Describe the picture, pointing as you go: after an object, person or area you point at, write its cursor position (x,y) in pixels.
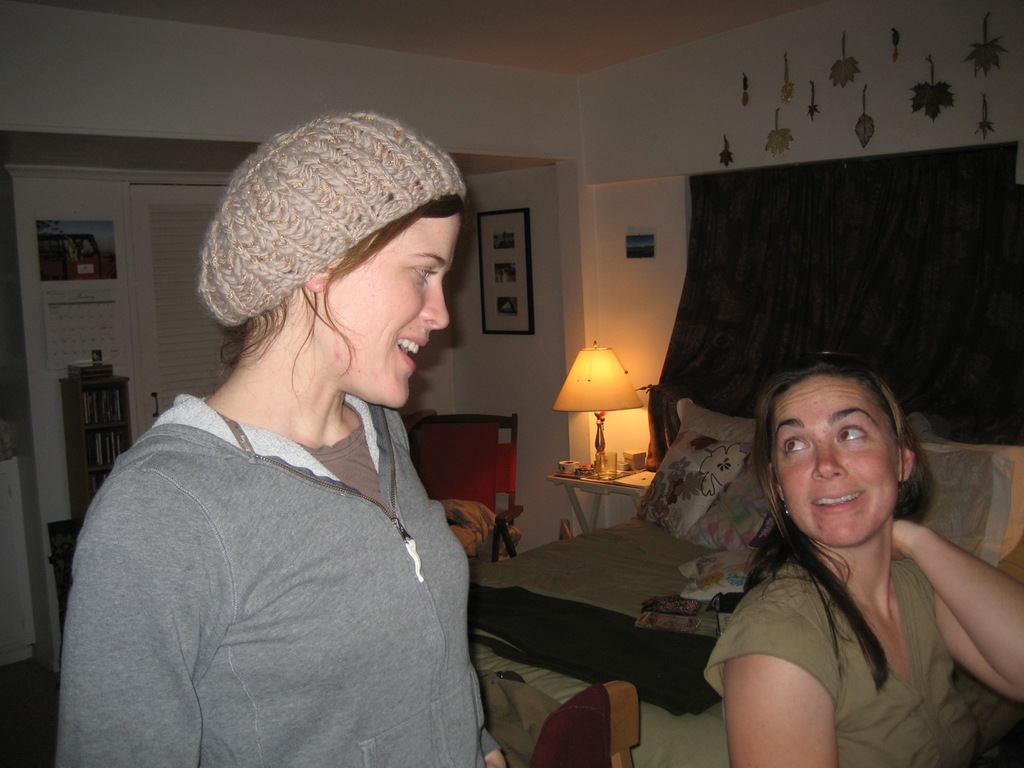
In this image I can see two women (855,626) are looking at each other and smiling. In the background (639,601) I can see the bed (671,585), few pillows (702,512) on the bed (623,596), few clothes (616,612), the black colored curtain (871,269), a chair (455,434), the wall (575,336), few stickers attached to the wall (840,118), a photo frame (525,295), a door (170,295), a bookshelf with few books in it and few other objects (95,357).
